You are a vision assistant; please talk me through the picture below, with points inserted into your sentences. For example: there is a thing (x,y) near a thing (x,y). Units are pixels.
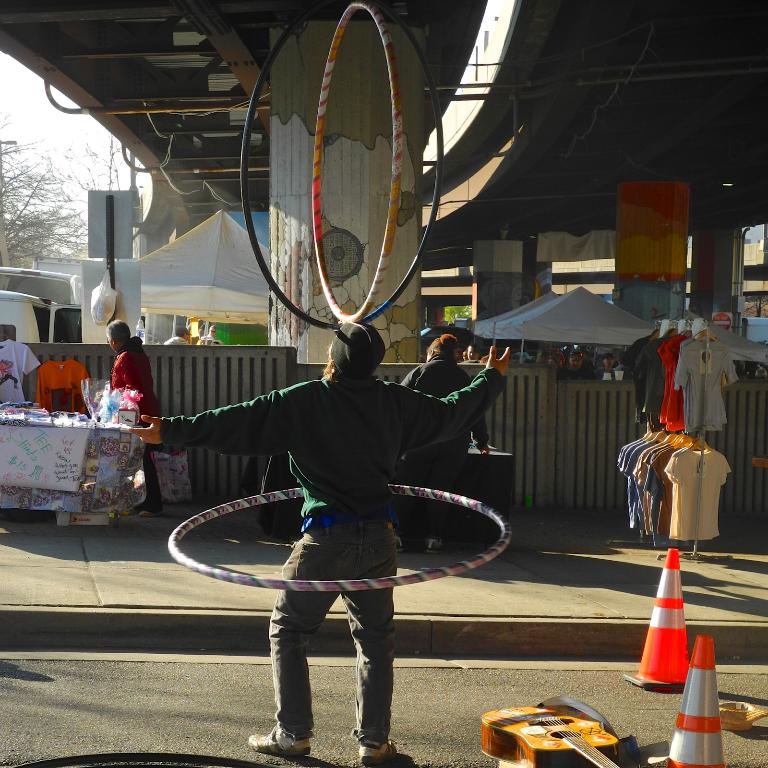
This picture shows a bridge (196,218) under the bridge (427,280) a person (258,737) performing with the rings (307,582) and on the sidewalk (72,543) we can see a person (150,406) standing and selling clothes (21,398) and we can see cone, guitar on the road (603,683).
